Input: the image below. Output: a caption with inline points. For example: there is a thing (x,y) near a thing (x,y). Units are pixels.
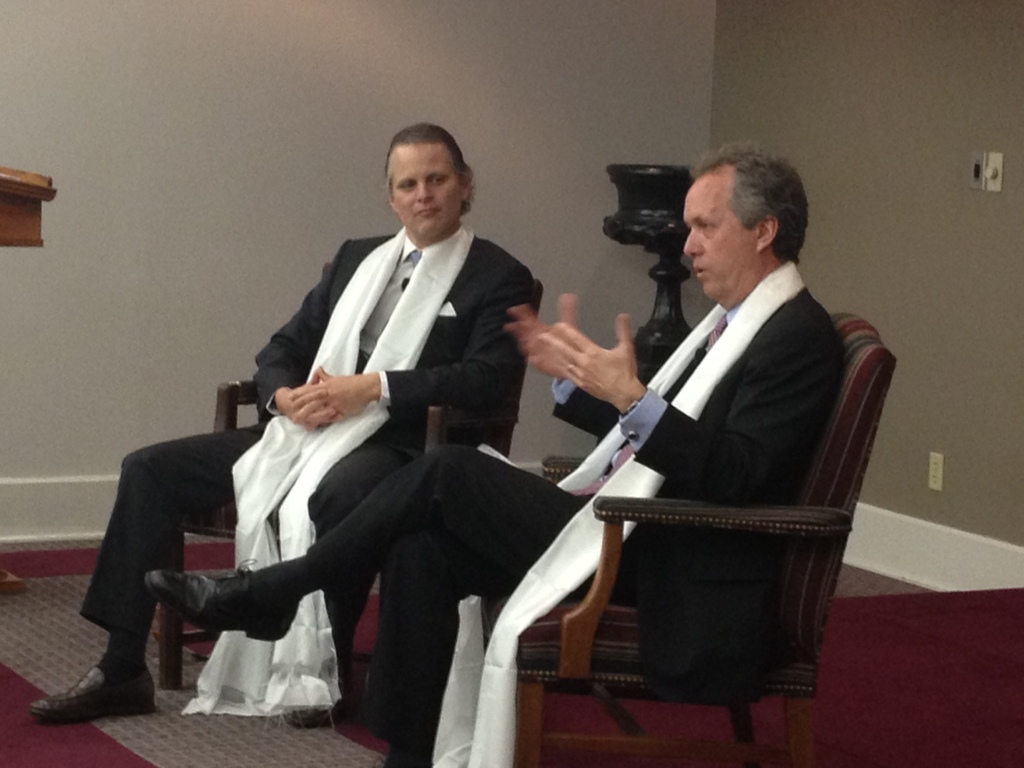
In this image I can see two people (489,503) sitting on the chairs (595,631). These people (408,398) are wearing the black and white color dresses (443,291). In the back (640,369) I can see the black color object (656,237) and the wall (163,143).
